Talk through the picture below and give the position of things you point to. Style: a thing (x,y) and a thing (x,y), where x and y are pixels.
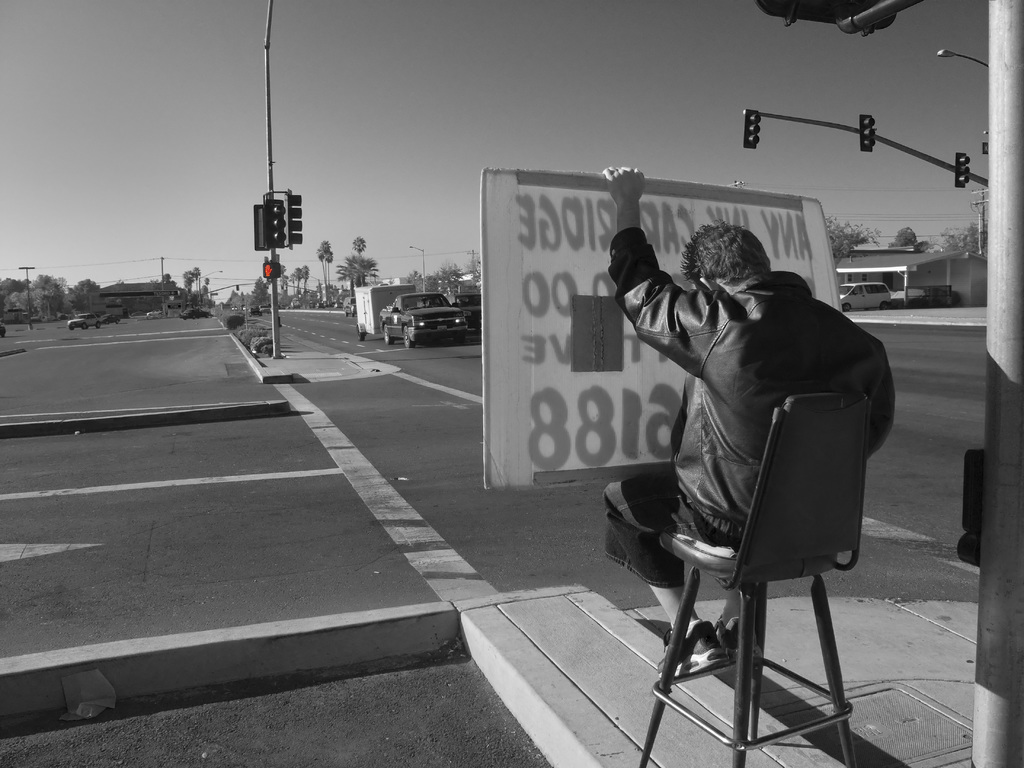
This is an edited image. In this image we can see a person (722,433) sitting on the chair (711,564) and holding an advertisement board (629,337) in his hands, traffic poles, traffic signals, motor vehicles (427,317) on the road (449,401), electric poles (29,302), electric lights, bushes (231,324), trees (63,302) and sky (517,40).
